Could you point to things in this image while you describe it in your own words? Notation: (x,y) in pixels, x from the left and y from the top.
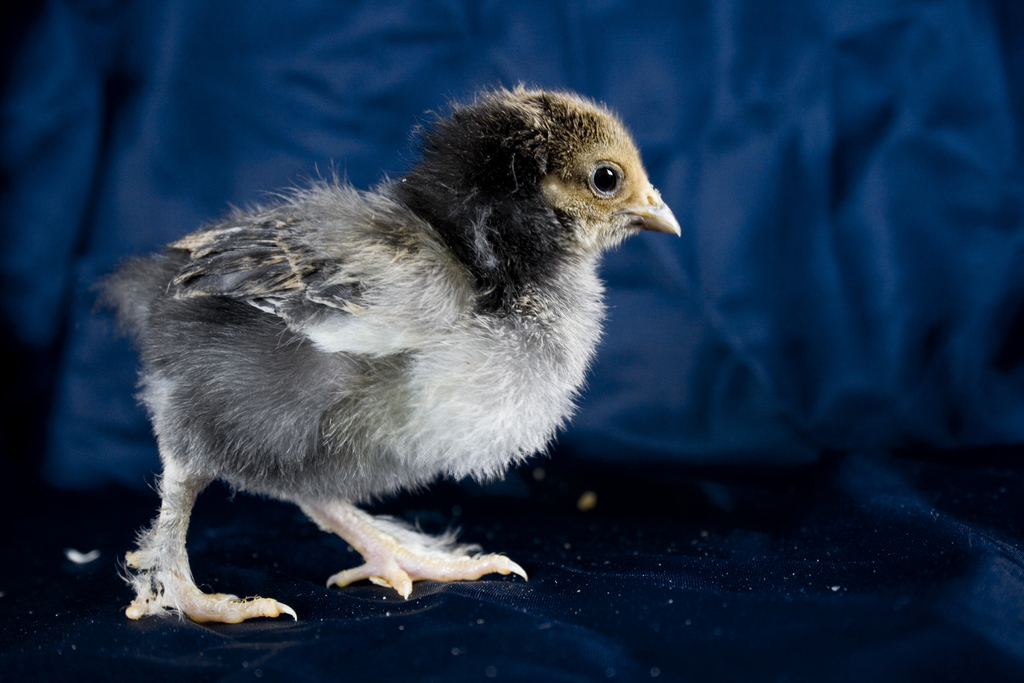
This picture contains a chick (337,411). At the bottom of the picture (355,647), we see a blue color sheet (399,646). In the background (715,357), it is blue in color. This picture might be clicked in the dark.
